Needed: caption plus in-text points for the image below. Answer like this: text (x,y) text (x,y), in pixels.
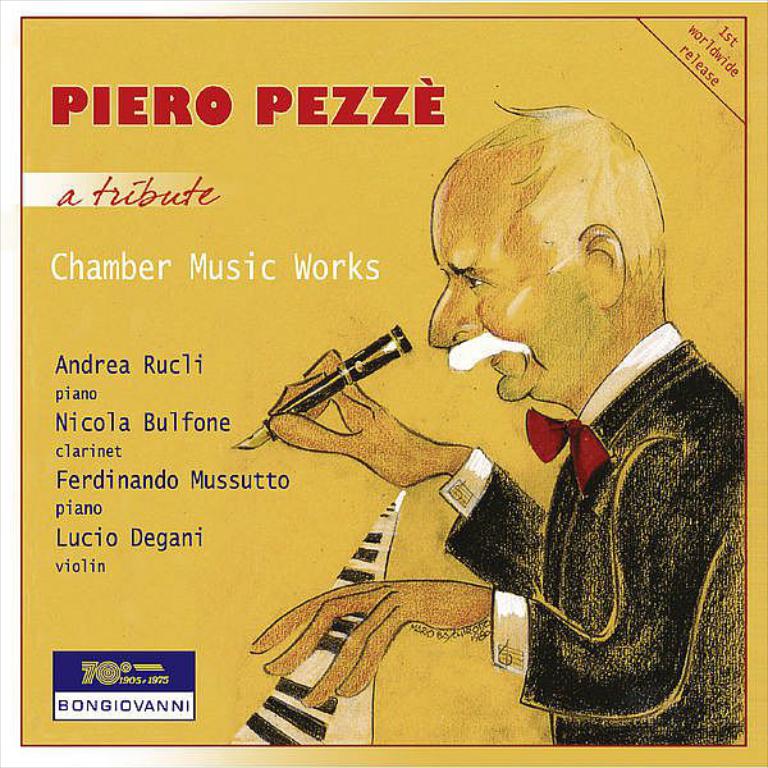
In this picture we can see one person (584,563) holding a pen (367,370), beside some words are written. This image is a poster.
